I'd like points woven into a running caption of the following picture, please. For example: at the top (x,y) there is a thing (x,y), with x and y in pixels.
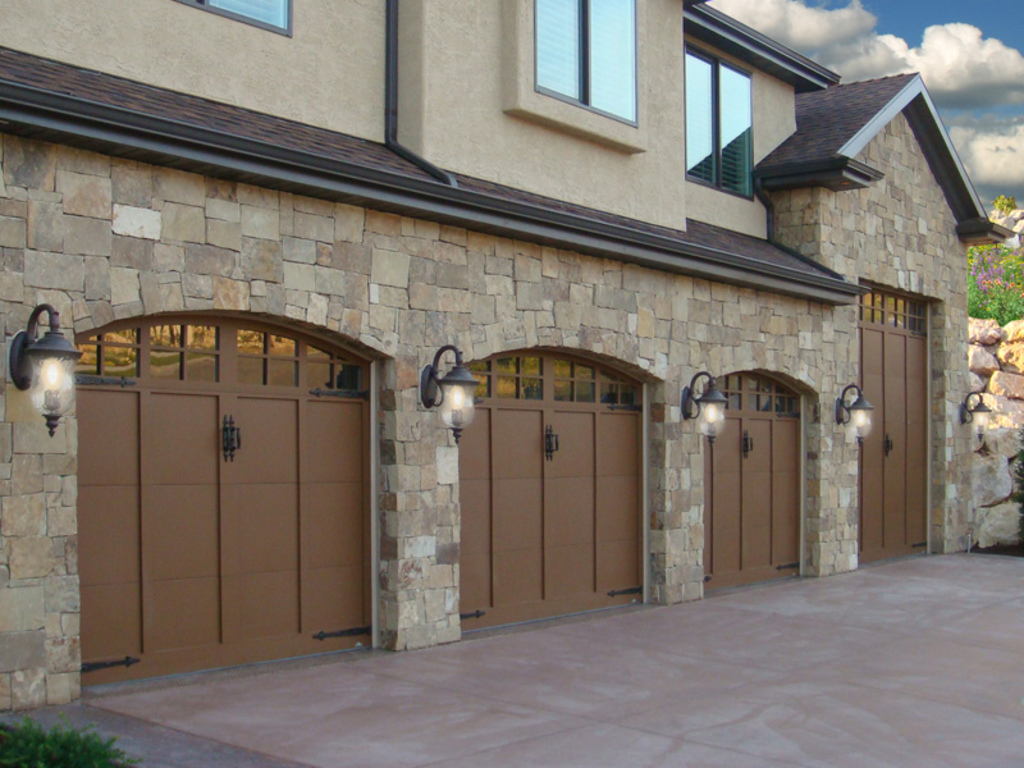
In this image, we can see a building (899,206) contains some lights (980,402). There is a sky (950,99) in the top right of the image (950,71).
